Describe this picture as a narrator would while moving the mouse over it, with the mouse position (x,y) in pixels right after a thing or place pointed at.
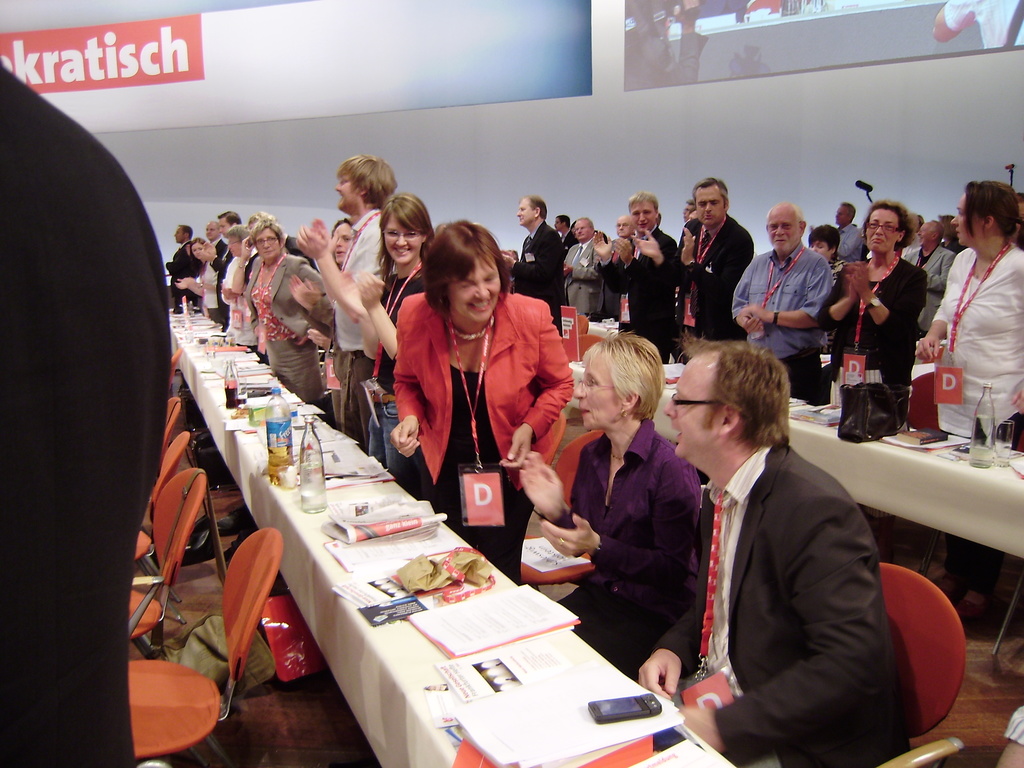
In this image there are group of persons (456,300) standing and sitting and there are tables (860,445) and on the tables (249,435) there are bottles (278,417), papers (454,625) and there is a glass (999,428) and there are empty chairs (139,631). In the background (362,100) there is a screen (135,55) and on the screen (496,50) there is a text (150,53) which is visible. In the front (50,377) on the left side (41,382) there is an object (52,386) which is black in colour.
